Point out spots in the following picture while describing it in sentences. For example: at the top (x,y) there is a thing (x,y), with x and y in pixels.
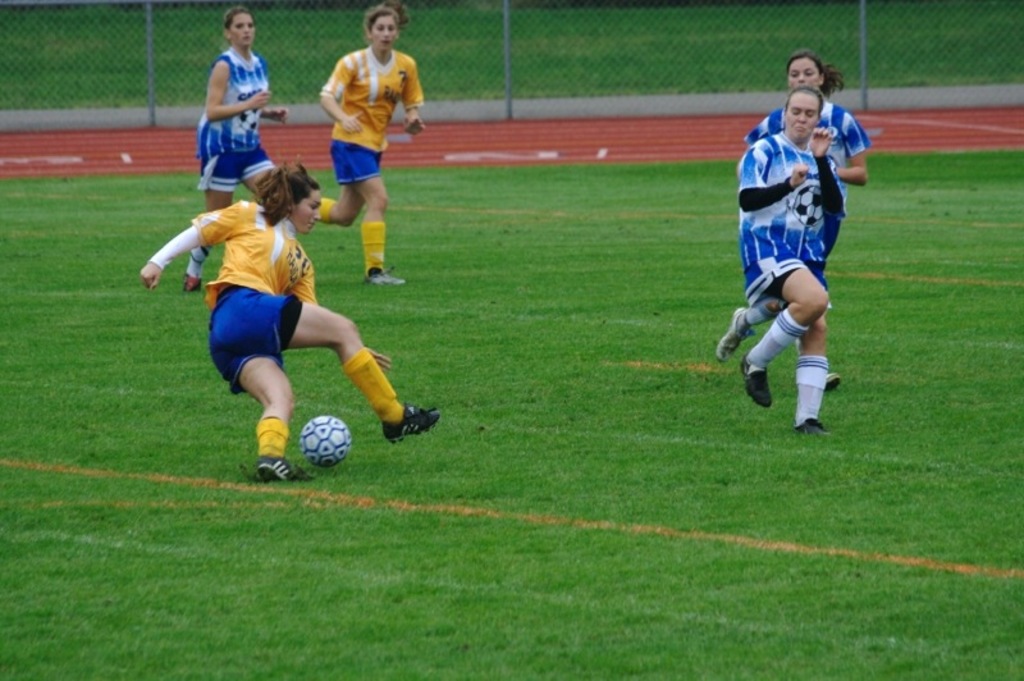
There are few persons (762,283) playing on the ground (539,422). This is grass (325,613) and there is a ball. In the background (616,73) we can see a mesh (552,63).
